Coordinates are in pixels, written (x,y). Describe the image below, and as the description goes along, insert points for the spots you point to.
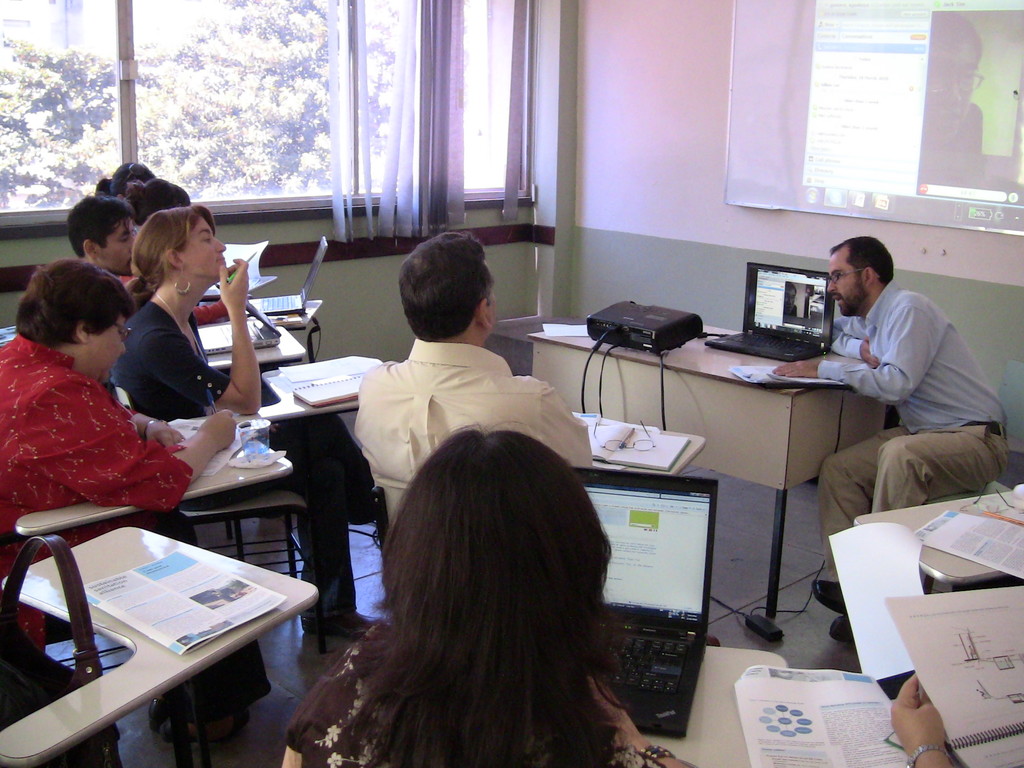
In this picture there are group of people (420,532) who are sitting on the chair (939,590). There is a laptop (671,585). There is a handbag (62,677) and newspaper (169,596). There is a book (633,449) and spectacle (647,447) on the table (632,469). There is a screen (831,122). There are some trees (273,85) at the background (315,98).
